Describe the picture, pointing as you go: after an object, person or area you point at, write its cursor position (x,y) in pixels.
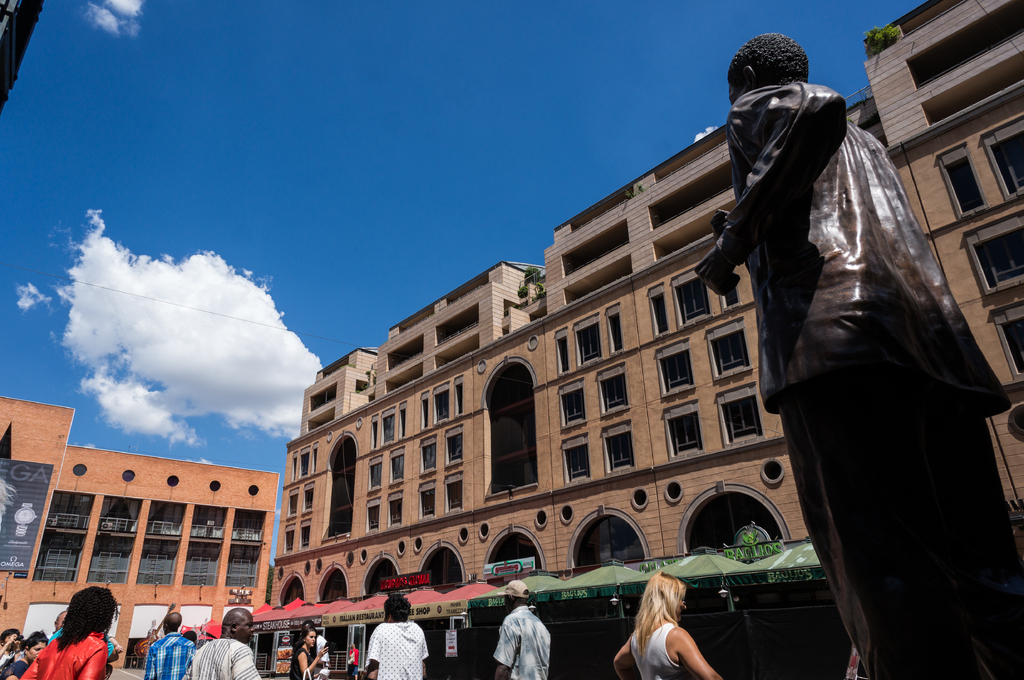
In this picture there is a statue (757,194) on the right side of the image (903,370) and there are people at the bottom side of the image (190,636), there are stalls (713,595) in the center of the image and there are buildings (562,390) on the right (723,490) and left side of the image (137,468).
